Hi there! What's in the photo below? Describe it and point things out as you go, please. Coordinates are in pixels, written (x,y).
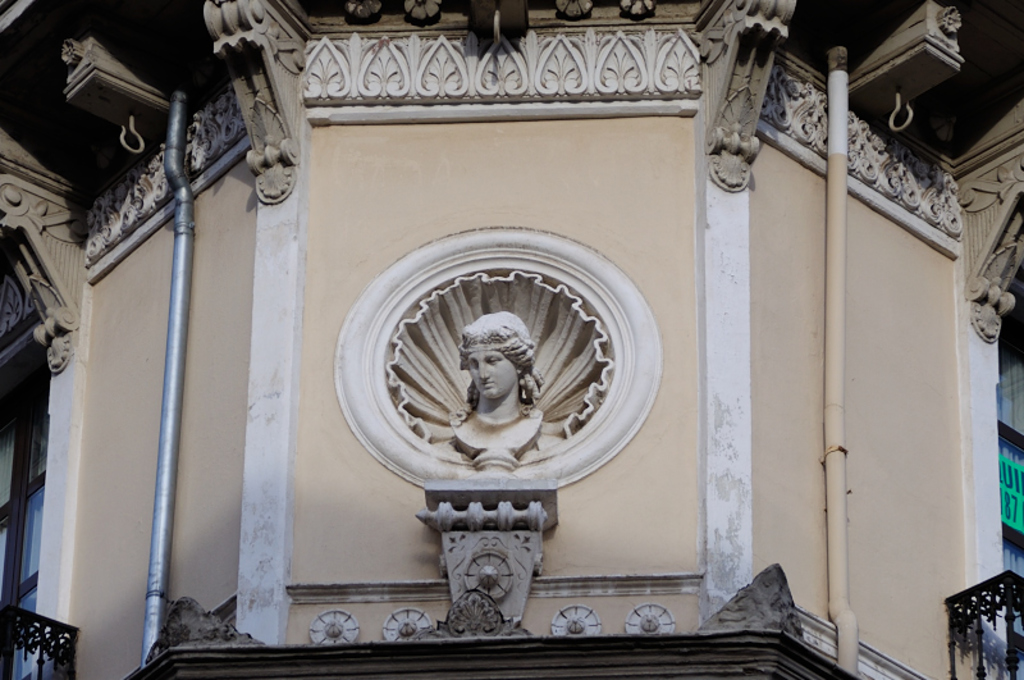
This is the picture of a building (554,460). In this image there is a sculpture (508,432) and there are pipes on the wall (689,417). On the right (1013,458) and on the left side of the image (69,628) there are windows (1012,349) and railings (1011,661). At the top (534,78) there is a floral design (648,72) on the wall (74,596).
